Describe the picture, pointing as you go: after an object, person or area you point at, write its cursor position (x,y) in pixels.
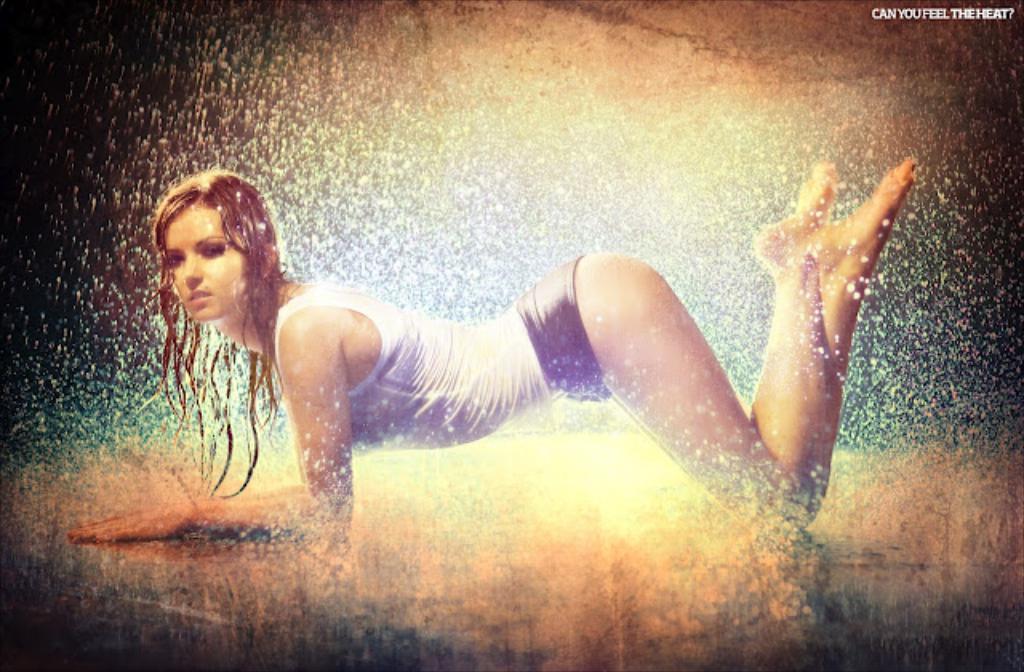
In this image we can see a woman (317,310) on the floor (510,488) and water (756,305).
